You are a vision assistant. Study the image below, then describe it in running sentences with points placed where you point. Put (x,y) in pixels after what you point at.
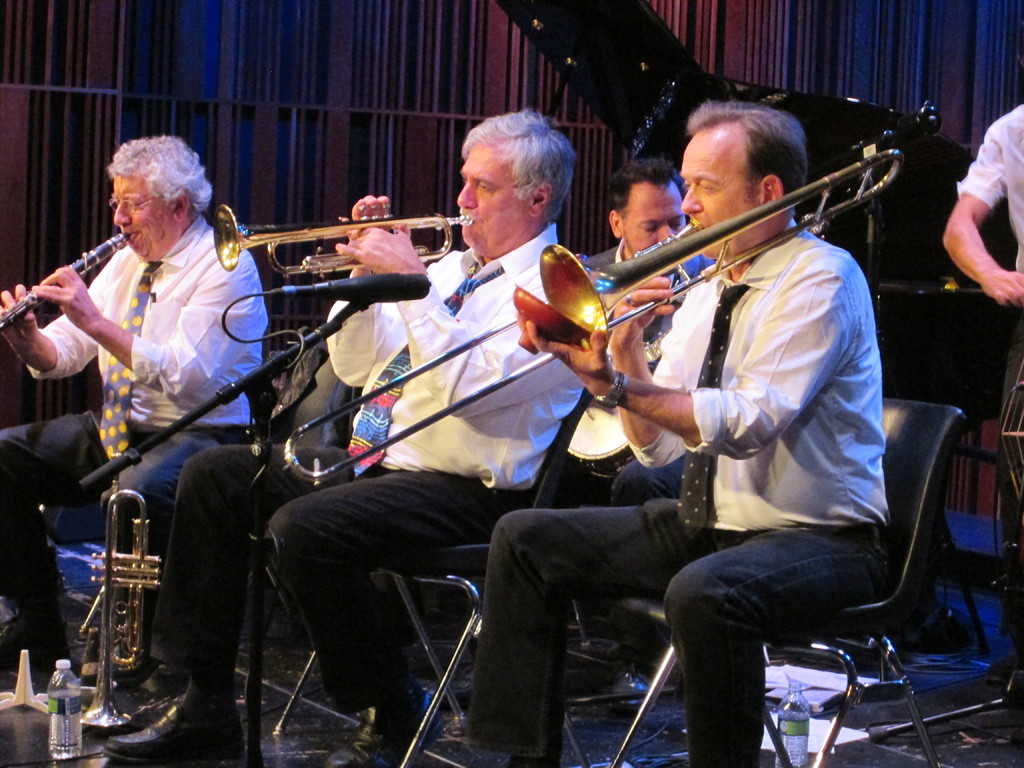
In this image we can see there are few persons (249,360) sitting on chairs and playing a musical instrument (637,277), in front of them there is a mic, behind them there is a piano (681,144). In the background (376,125) there is a wall (357,169).
